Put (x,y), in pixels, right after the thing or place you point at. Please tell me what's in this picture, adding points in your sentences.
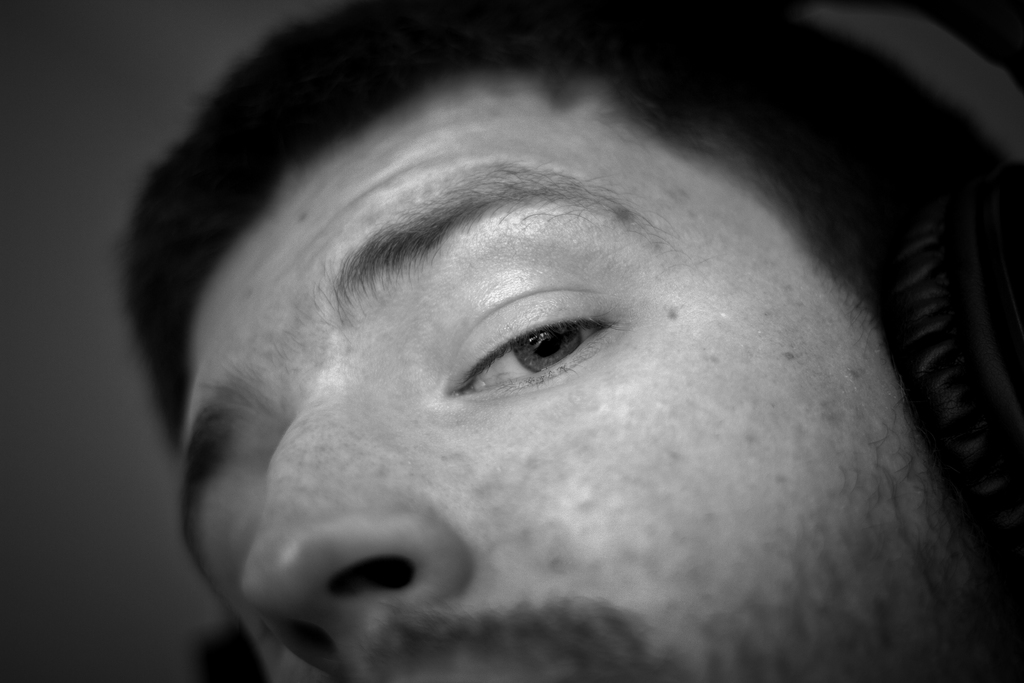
This is a black and white image. We can see a person's face (503,461). And he is wearing a headset (950,347).
